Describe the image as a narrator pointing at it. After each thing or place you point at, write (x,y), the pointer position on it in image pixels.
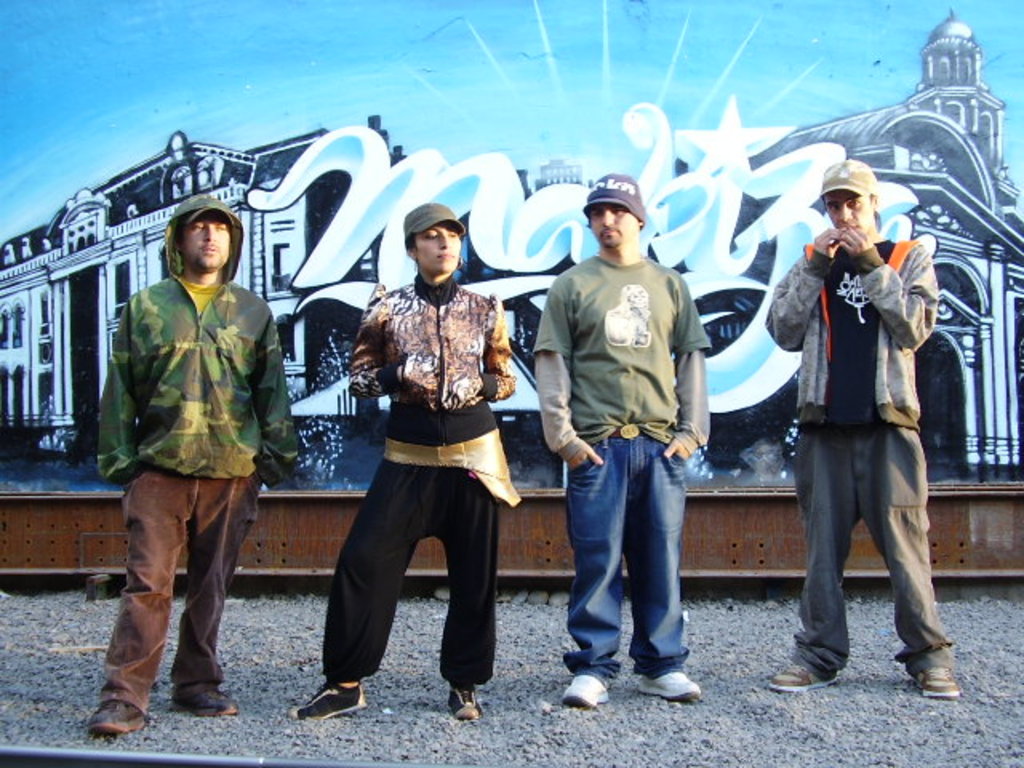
In this image I can see four people (131,641) are standing. I can see all of them are wearing caps (444,206) and three of them are wearing jackets (381,327). In background (56,311) I can see graffiti (475,199).
